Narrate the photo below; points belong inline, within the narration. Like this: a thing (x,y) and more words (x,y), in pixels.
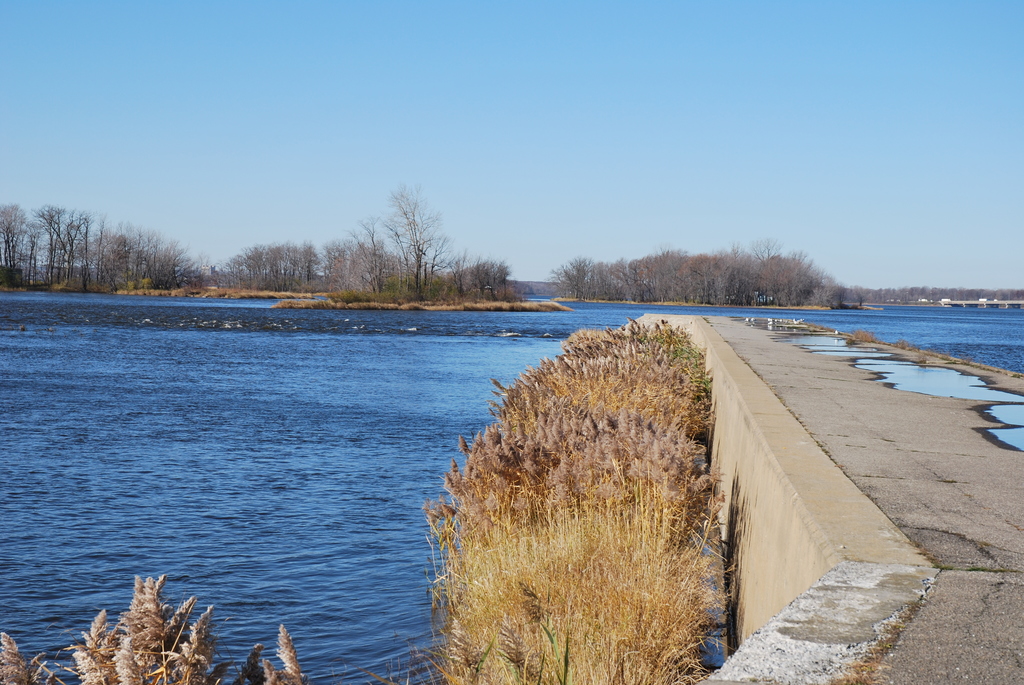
In this picture there are some dry plants (586,548) and small walking area (875,442). Behind there is a blue clear water (427,322) and some dry trees (787,294) in the background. Above we can see the blue sky (537,273).
